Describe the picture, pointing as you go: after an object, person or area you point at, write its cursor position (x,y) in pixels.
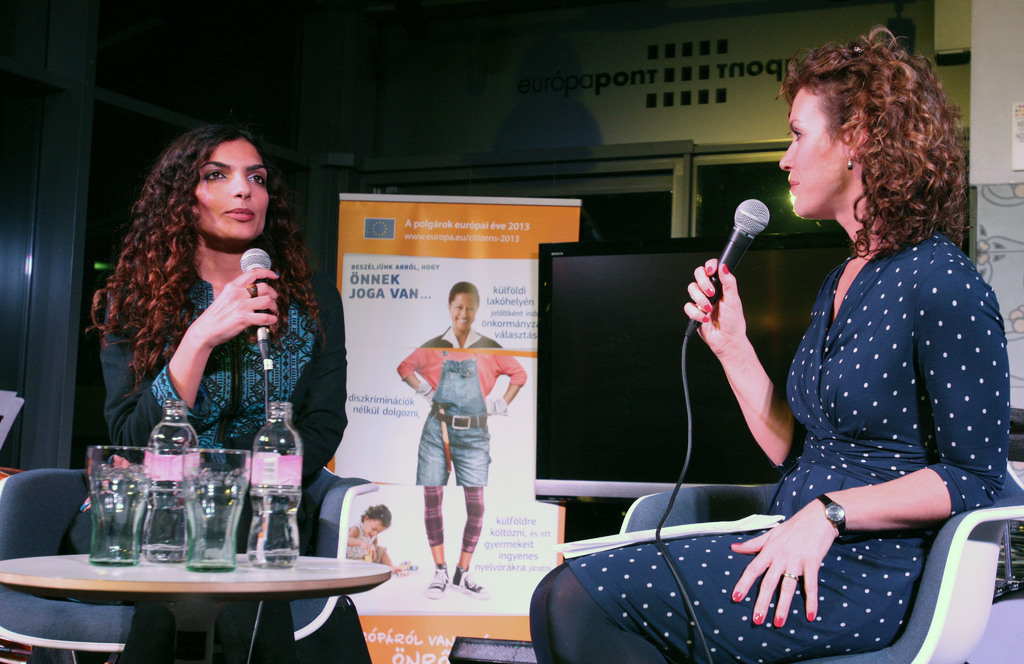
This is a picture taken in a room (364,78), there are two women's (323,400) are sitting on chairs (998,512) and holding microphones (244,259). In front of the women's (710,551) there is a table (239,576) on the table (207,579) there are glasses (192,487) and bottles (164,460). Behind the people (866,425) is a television (575,397), banner (452,362) and a wall (492,130).
